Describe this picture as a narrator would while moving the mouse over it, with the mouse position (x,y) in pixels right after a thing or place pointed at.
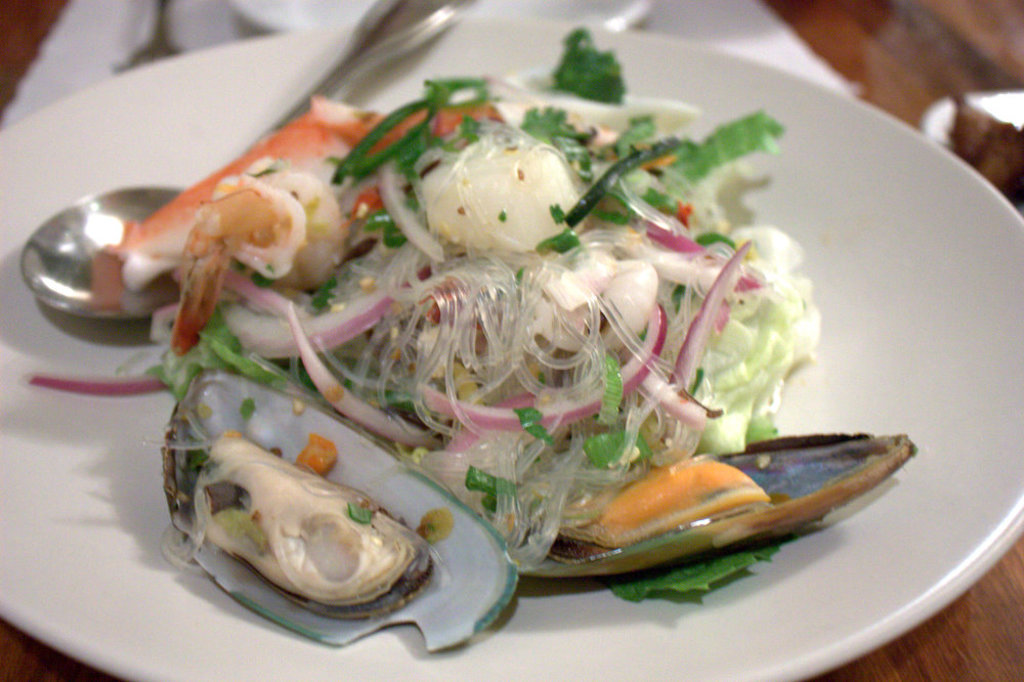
In this picture we can see food (584,175) in the plate (845,564). We can see spoon (117,221), tissue papers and objects (1006,127) and wooden platform (1011,43).
